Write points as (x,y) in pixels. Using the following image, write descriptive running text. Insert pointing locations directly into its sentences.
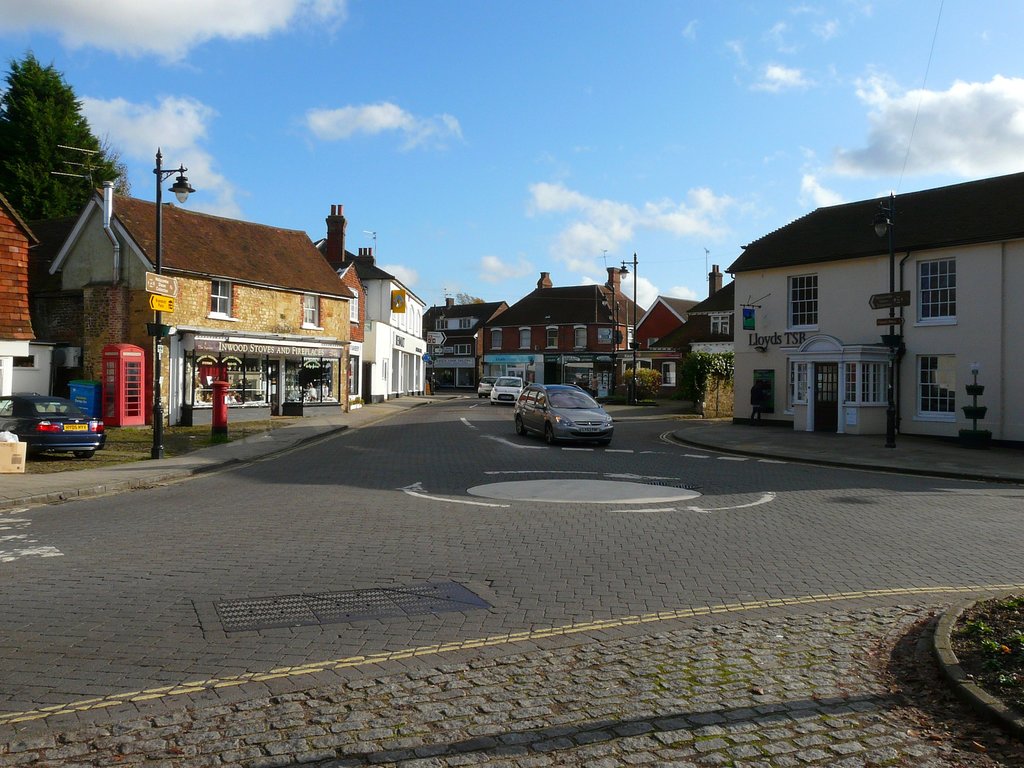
In this picture we can see cars (484,388) on the road (260,471), poles (892,241), lights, boards (884,323), buildings (823,302) and box (21,467) on the path (114,482). We can see booth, dustbin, grass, plants (644,382), trees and objects (0,435). In the background of the image (627,166) we can see the sky (630,79).
